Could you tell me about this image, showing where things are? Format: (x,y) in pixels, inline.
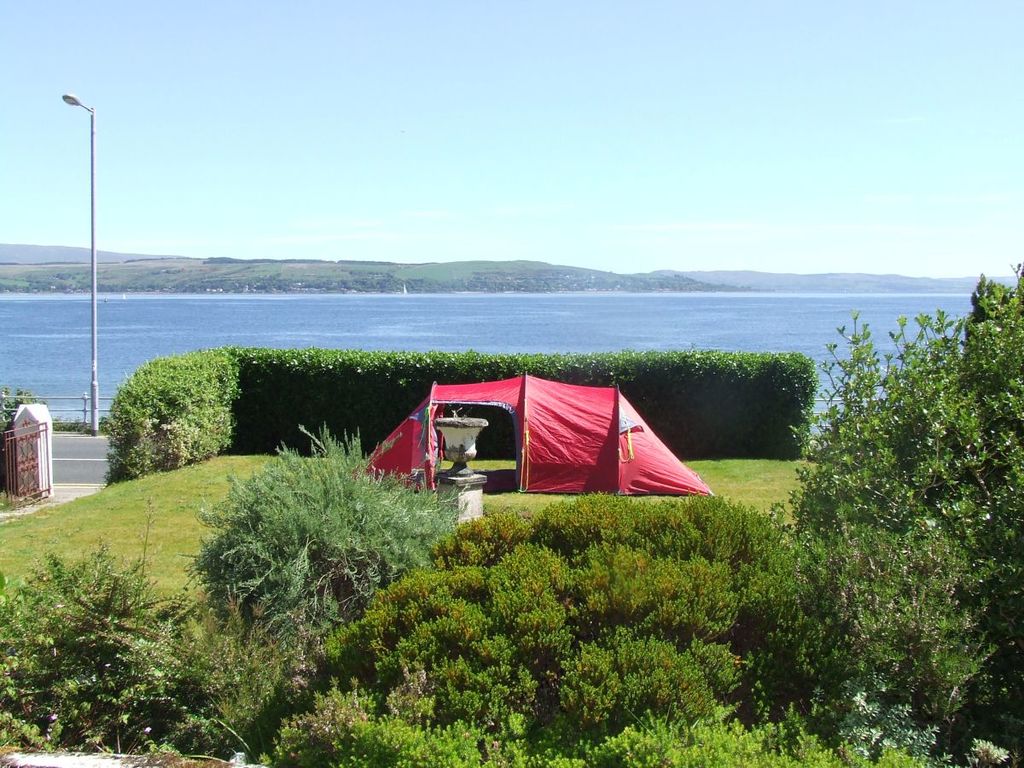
In this picture I can see plants (438,507), grass (143,532), trees (1011,696), there is a tent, gate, there is a pole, light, there is fence (110,398), there is water (592,302), and in the background (518,128) there is sky (408,124).
